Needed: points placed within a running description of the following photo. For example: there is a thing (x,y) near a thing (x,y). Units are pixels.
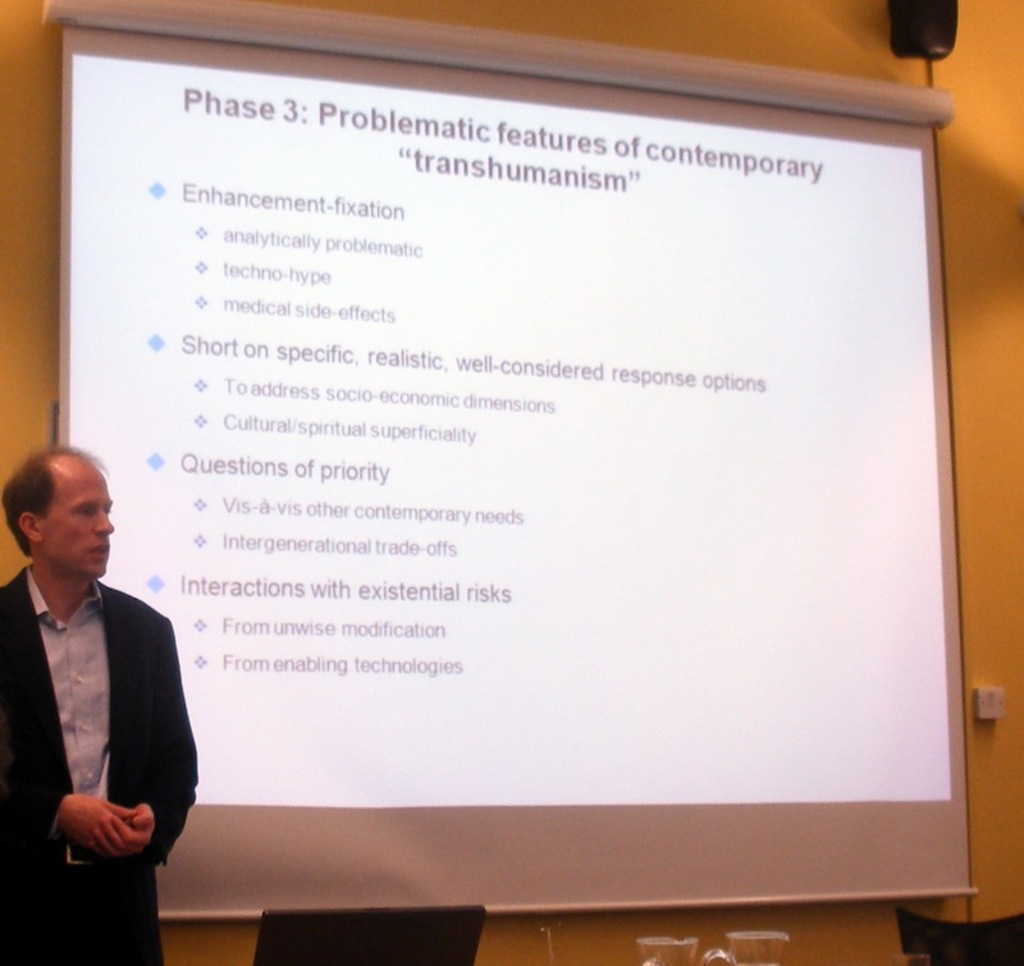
The man (167,673) on the left side (170,703) is standing and I think he is trying to explain something. At the bottom (707,949), we see the chairs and the cups (653,940). In the middle of the picture (366,615), we see the projector screen (463,431) with some text (373,509) displayed on it. Behind that, we see a wall (963,371). In the right top (901,46), we see an object (915,9) in black color.
